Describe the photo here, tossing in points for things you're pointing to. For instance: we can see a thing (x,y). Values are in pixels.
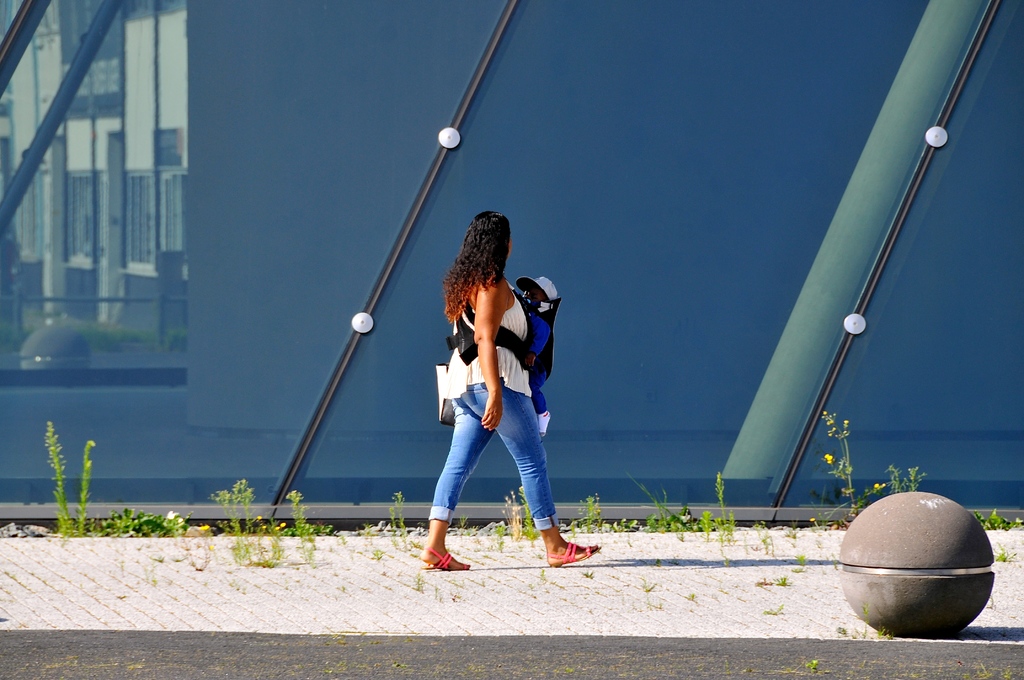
In this image, there are a few people (532,374). We can see the ground (381,543) with an object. We can also see some plants (720,488). We can see the blue colored wall (389,223) with a glass (107,231). We can see the reflection (87,281) of an object (44,339), fence (55,298), plants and building (47,198) on the glass (77,219).
